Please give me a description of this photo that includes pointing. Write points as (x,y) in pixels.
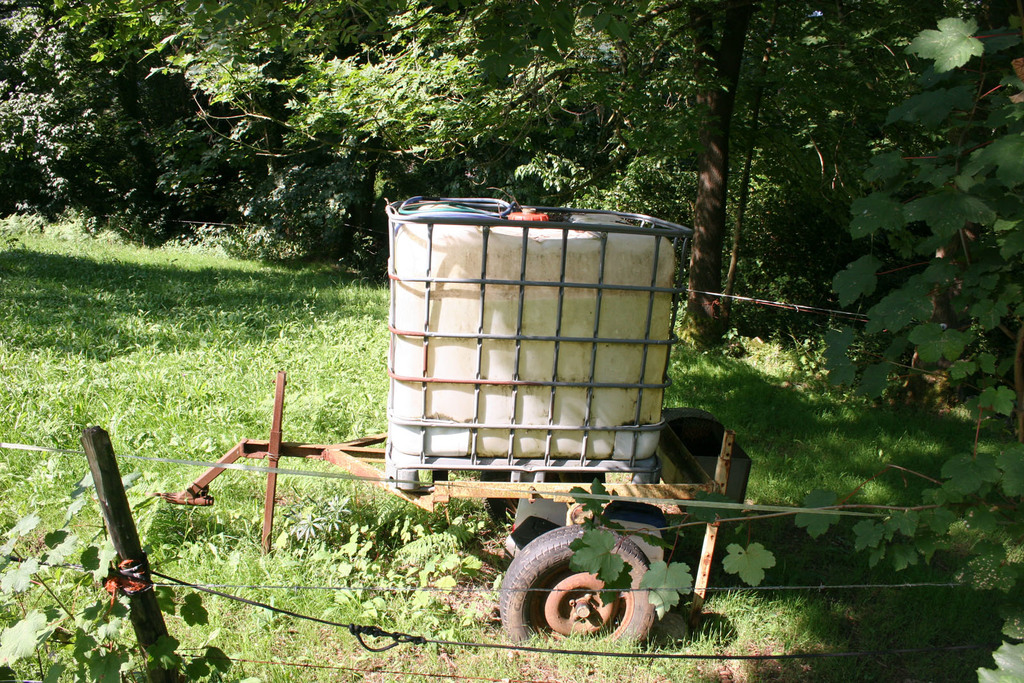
In this image we can see a container (485,449) closed with grills (393,264) on a cart (590,584). We can also see the poles (135,537) tied with rope (493,644), some grass (303,568), plants (89,482) and a group of trees (278,242).
